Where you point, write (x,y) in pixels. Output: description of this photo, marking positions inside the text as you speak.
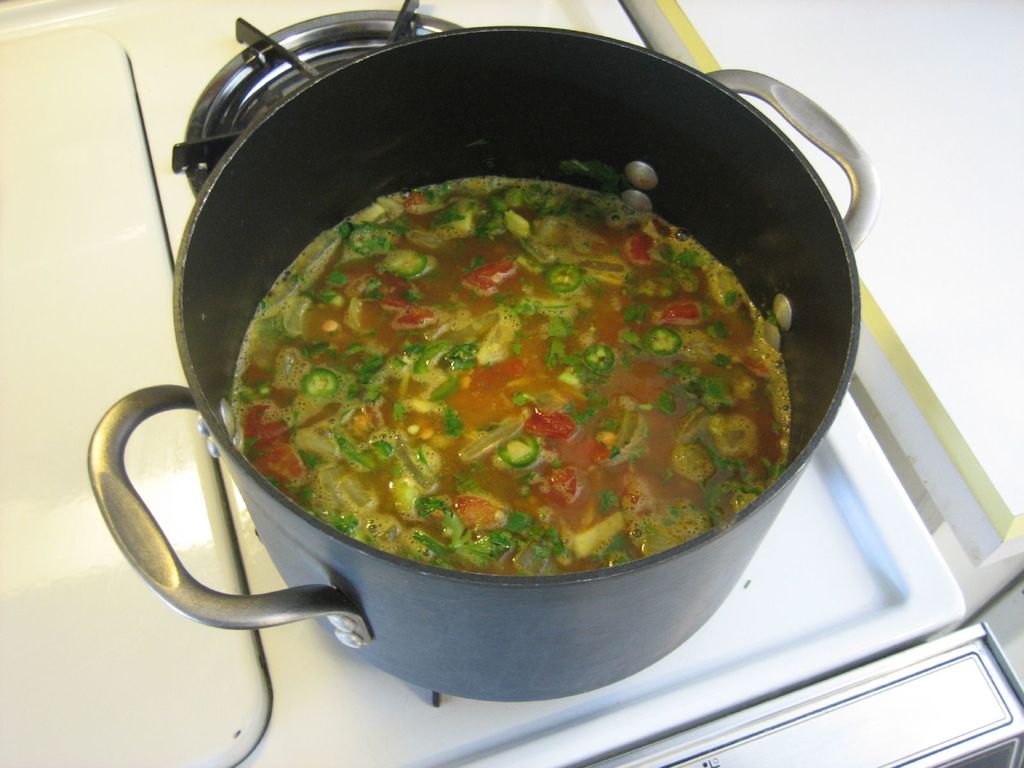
In this image I can see the pan (492,664) on the stove (784,607). I can see there is a food (529,286) in the pan (540,70) and the food (458,391) is colorful. The stove (140,473) is in white color.
